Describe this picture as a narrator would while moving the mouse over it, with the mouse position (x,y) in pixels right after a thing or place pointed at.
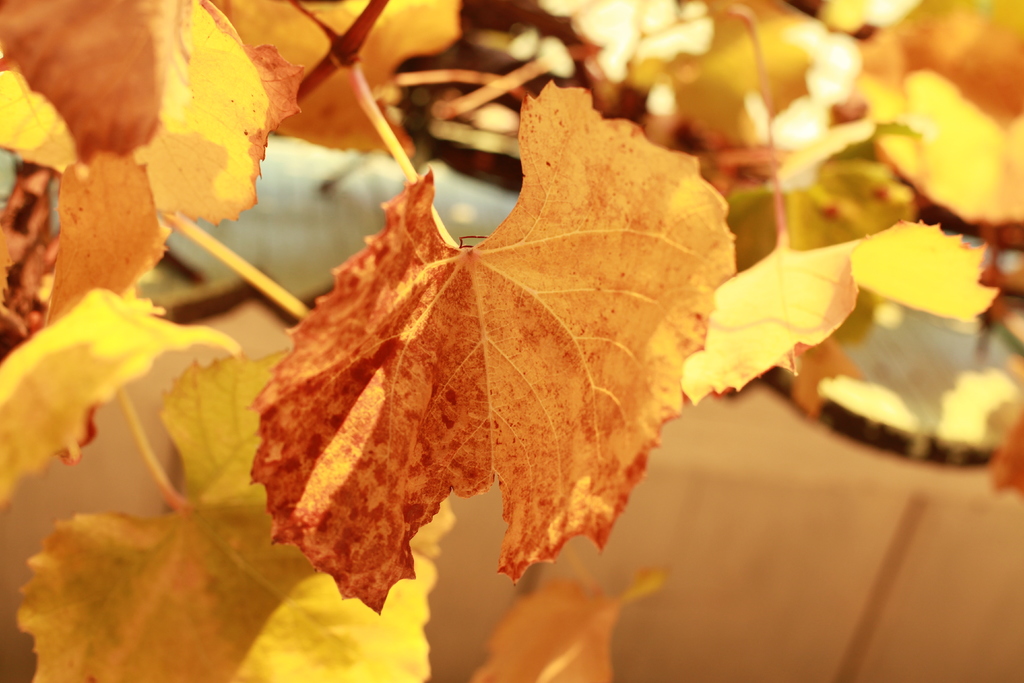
In this image we can see group of leaves (459,273) on stems (349,48) of a plant (369,107).
